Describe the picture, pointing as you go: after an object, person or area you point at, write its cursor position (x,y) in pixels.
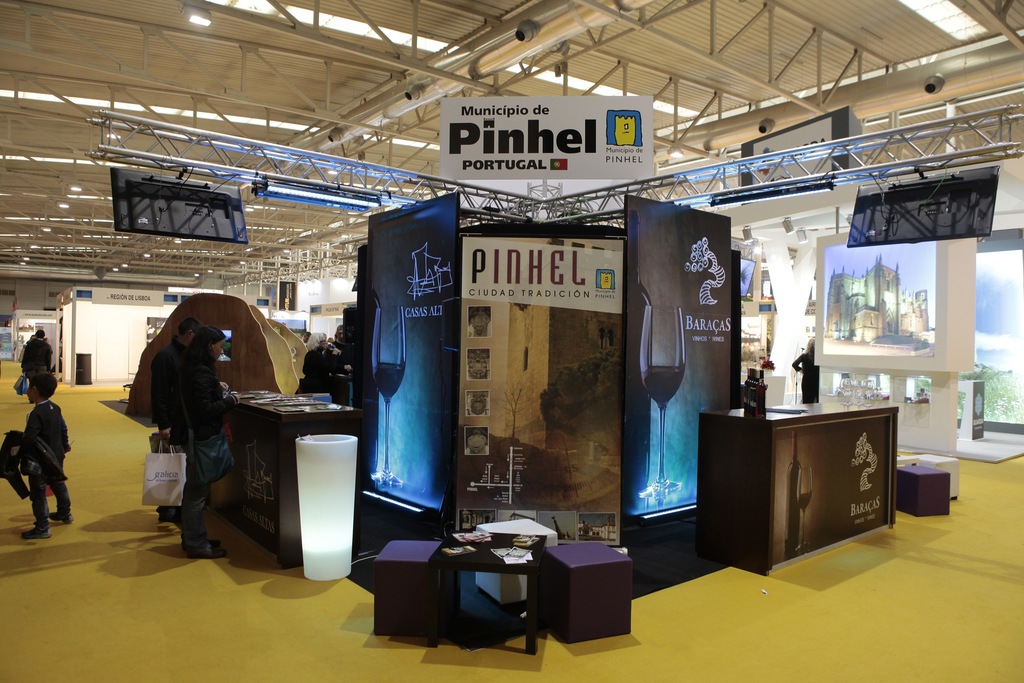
It looks like a big hall (501,454) with some people (194,464) in it. One person (160,431) is standing and holding a bag (169,481) and one kid (37,508) is present holding something. There are screens (867,305) and there is a table (528,625) with side chairs (382,595) and an yellow carpet (104,614) is present to the entire room (313,573).
